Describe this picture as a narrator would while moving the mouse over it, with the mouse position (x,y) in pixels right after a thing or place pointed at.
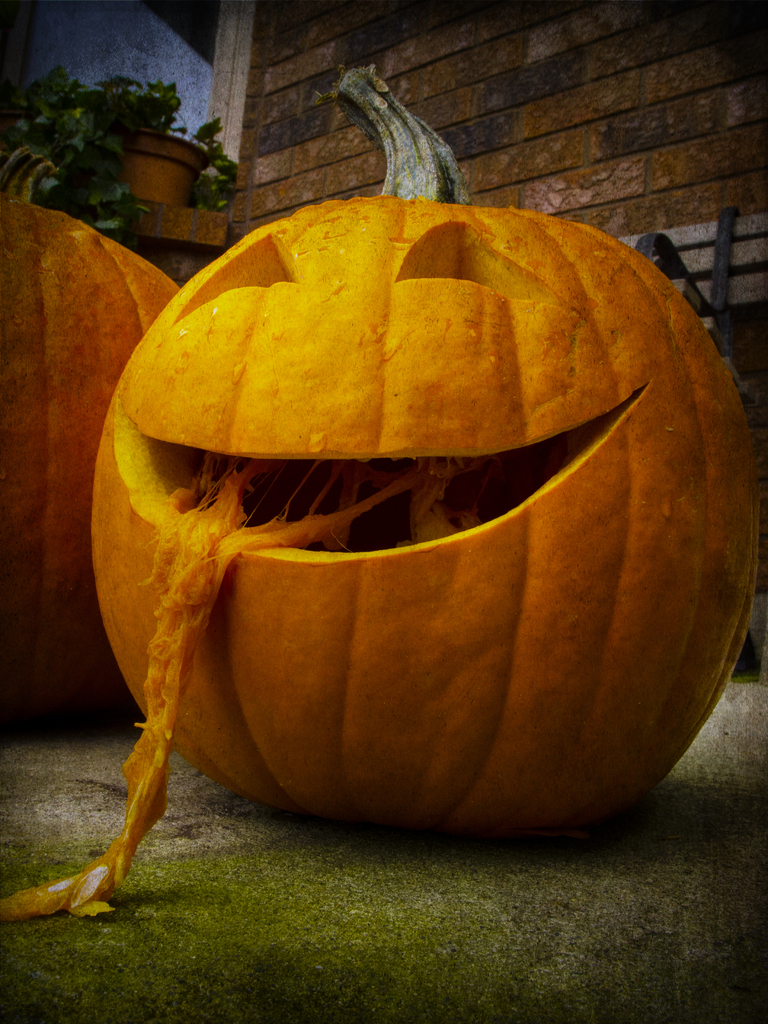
In this image we can see some pumpkins (331,639) on the ground (214,795). On the backside (123,124) we can see a wall (350,171) and a pot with a plant (117,135).
